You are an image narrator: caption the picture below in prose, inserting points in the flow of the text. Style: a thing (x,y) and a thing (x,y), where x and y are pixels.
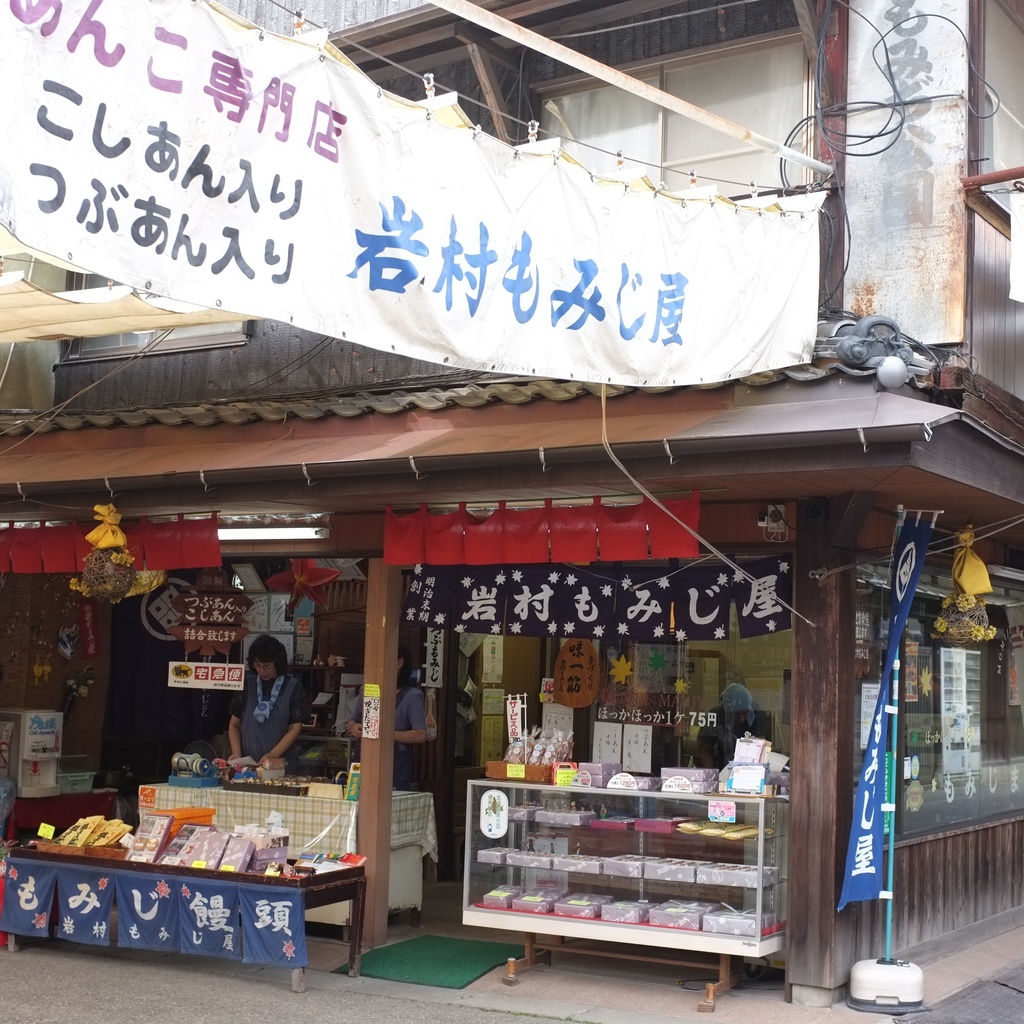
This picture is taken from the outside of the building (1002,714). In this image, on the left side (268,657), we can see two women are standing in front of the table (321,824). On the table (336,827), we can see some objects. On the right side (704,800), we can also see another table (665,793), on that table (632,790), we can see some objects (765,777). On the left side (294,873), we can see a table (354,878), on the table (232,853), we can see some objects (248,852). In the middle of the image (378,584), we can see a pillar (391,662). On the right side (898,672), we can also see a pole (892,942) and a hoarding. In the background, we can see a tube light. At the top (368,145), we can see a hoarding (365,156) with some text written on it. In the background (709,184), we can also see glass window (769,93), building (796,459), at the bottom (503,950), we can see a mat (389,970) and a road (162,999).
